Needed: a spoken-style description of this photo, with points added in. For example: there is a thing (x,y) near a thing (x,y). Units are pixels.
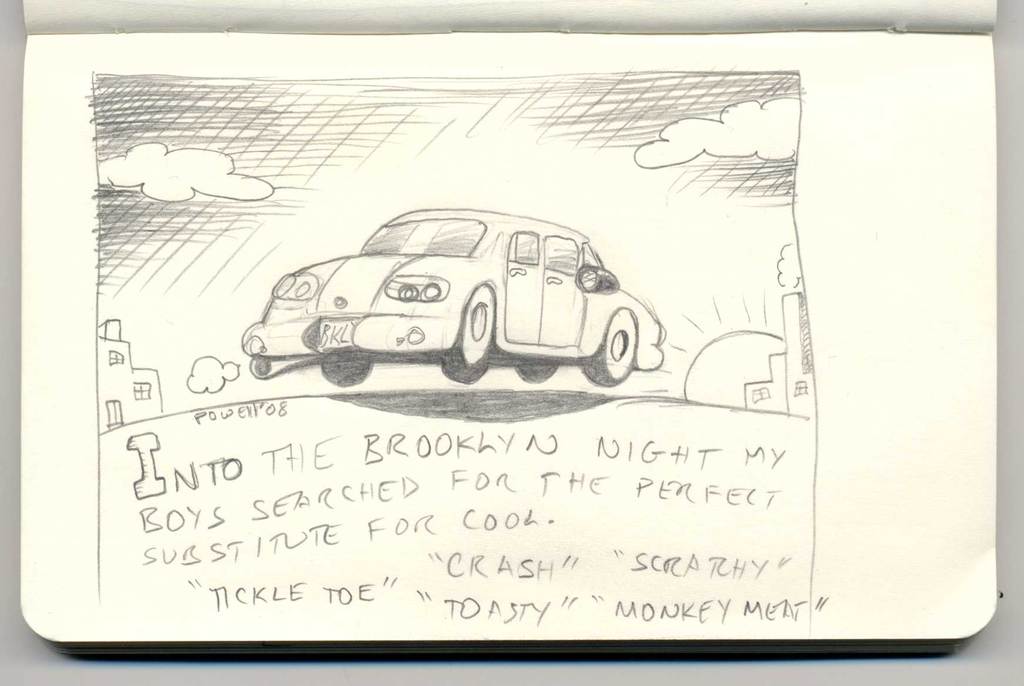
In this image I can see a car (374,319), buildings (780,399), windows (564,255), sun (774,343), clouds (179,178) and something is written on the paper (690,299). It a pencil art.
